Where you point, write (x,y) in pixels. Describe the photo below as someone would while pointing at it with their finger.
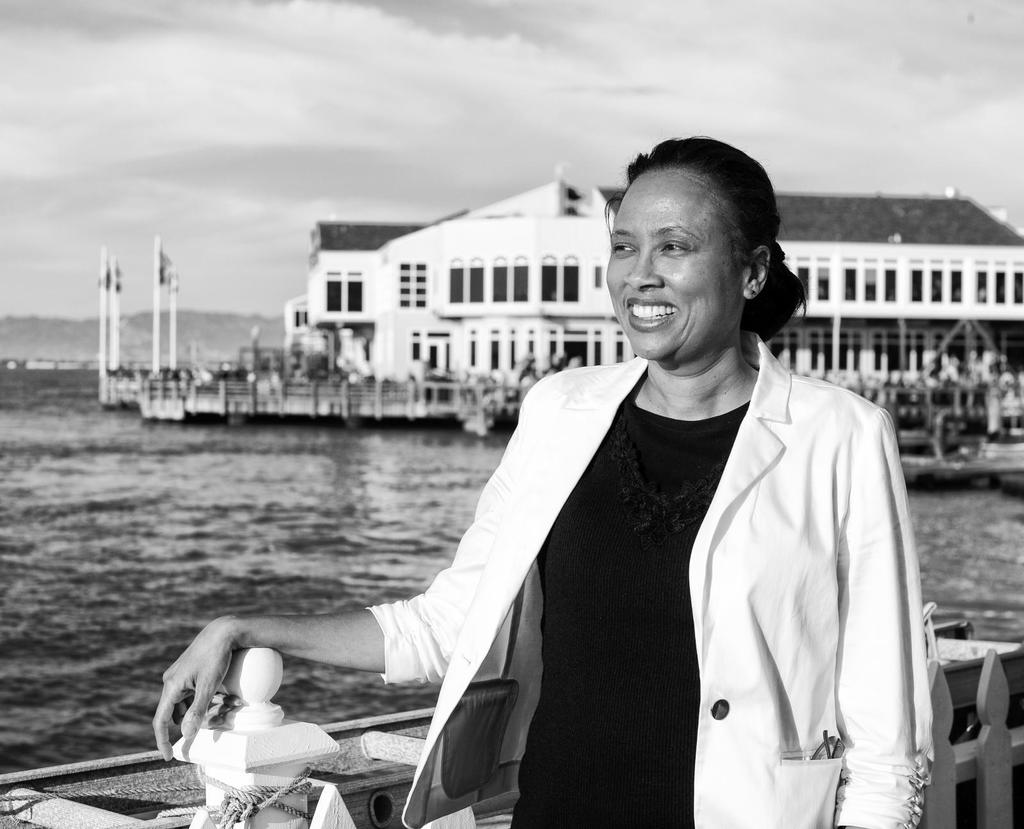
In this image in the front (618,563) there is a woman (670,585) standing and smiling. In the center (372,486) there is water (330,503). In the background (417,335) there are buildings (406,270) and the sky (562,111) is cloudy.
